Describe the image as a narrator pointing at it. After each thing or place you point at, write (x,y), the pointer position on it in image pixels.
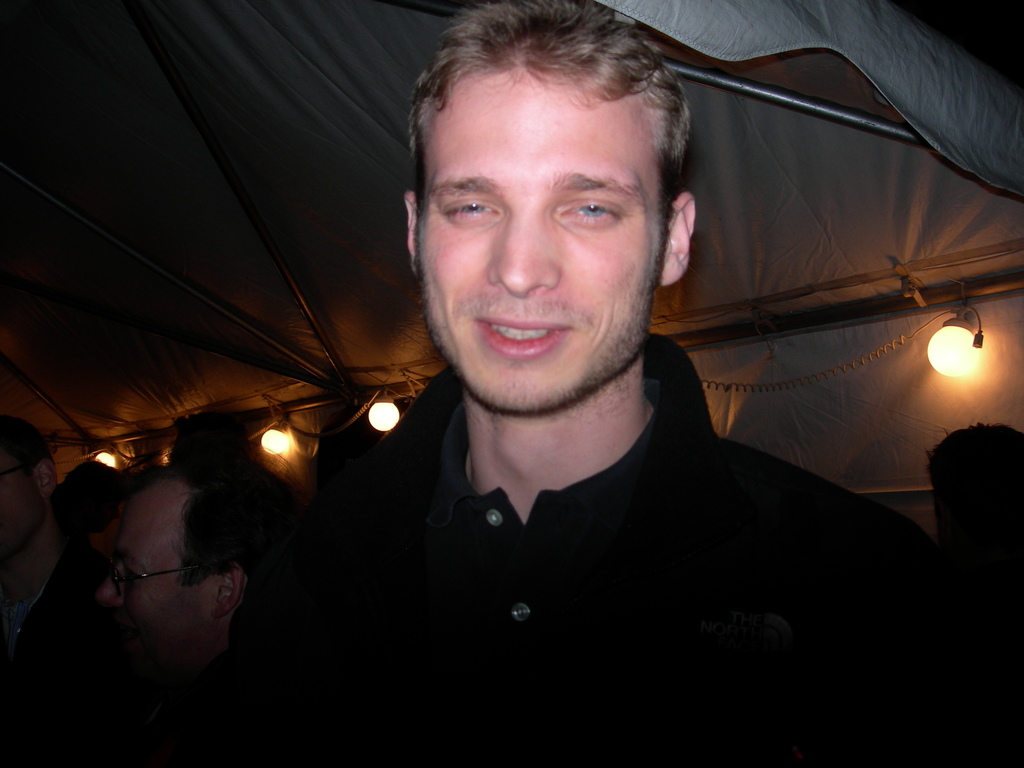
In the center of the image (575,406) there is a man (617,450) with black t shirt (566,543) under the tent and behind the man (496,535) there are also few persons (957,468) visible. Lights (958,358) are also present.
